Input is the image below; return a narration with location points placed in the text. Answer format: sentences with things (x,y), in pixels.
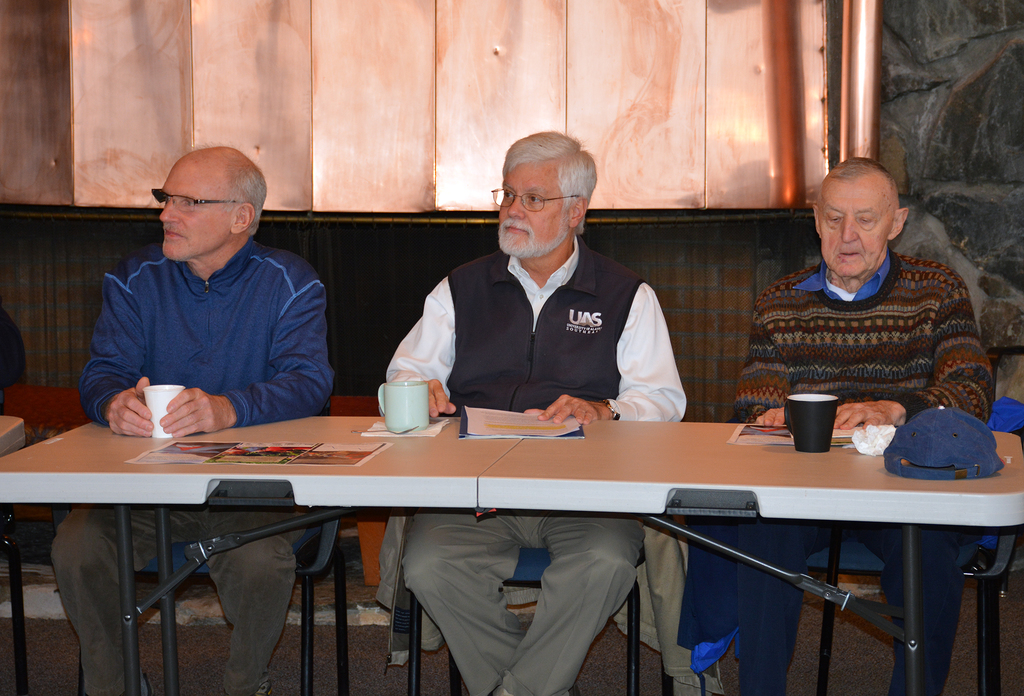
In this image we can see three man (577,608) sitting on a chair (980,618) and they are looking at someone. This is a table (503,467) where a glass (165,412), a cup (397,420) and papers (559,432) are kept on it.
